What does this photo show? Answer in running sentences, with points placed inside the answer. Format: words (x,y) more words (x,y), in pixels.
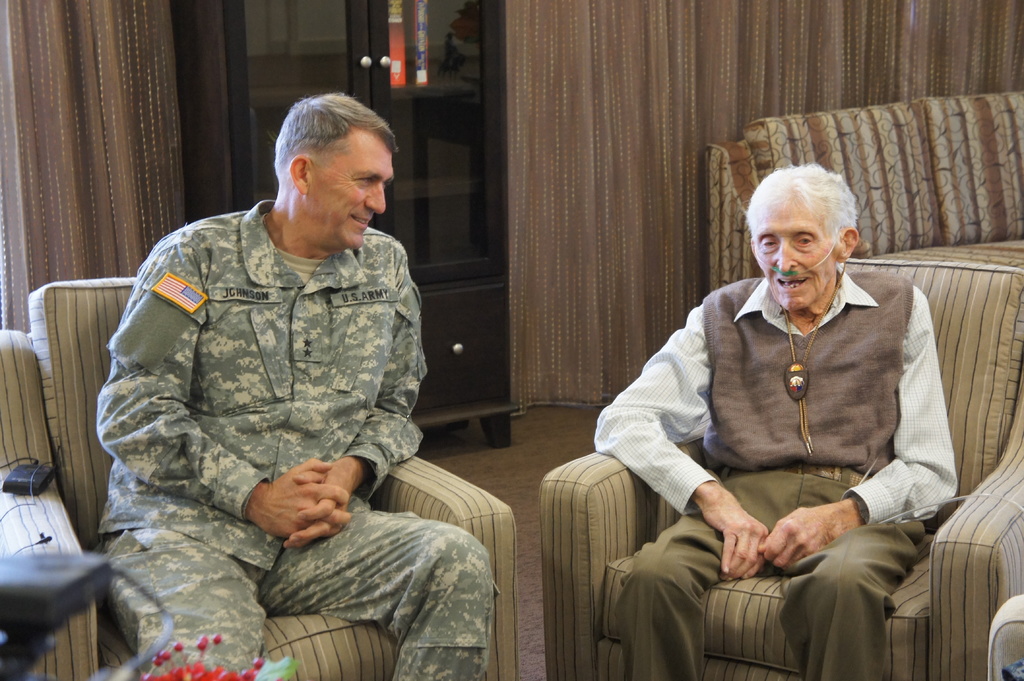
In this image, we can see a person (191,357) wearing uniform (171,379) and sitting on the couch (80,614) and there are some objects (71,601). On the right (750,484), there is an other person (789,351) wearing an oxygen pipe (796,268) and sitting on the couch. In the background (310,65), there is a cupboard (304,66) and we can see curtains (610,99) and there are couches (898,200). At the bottom (497,464), there is a floor (516,441).
